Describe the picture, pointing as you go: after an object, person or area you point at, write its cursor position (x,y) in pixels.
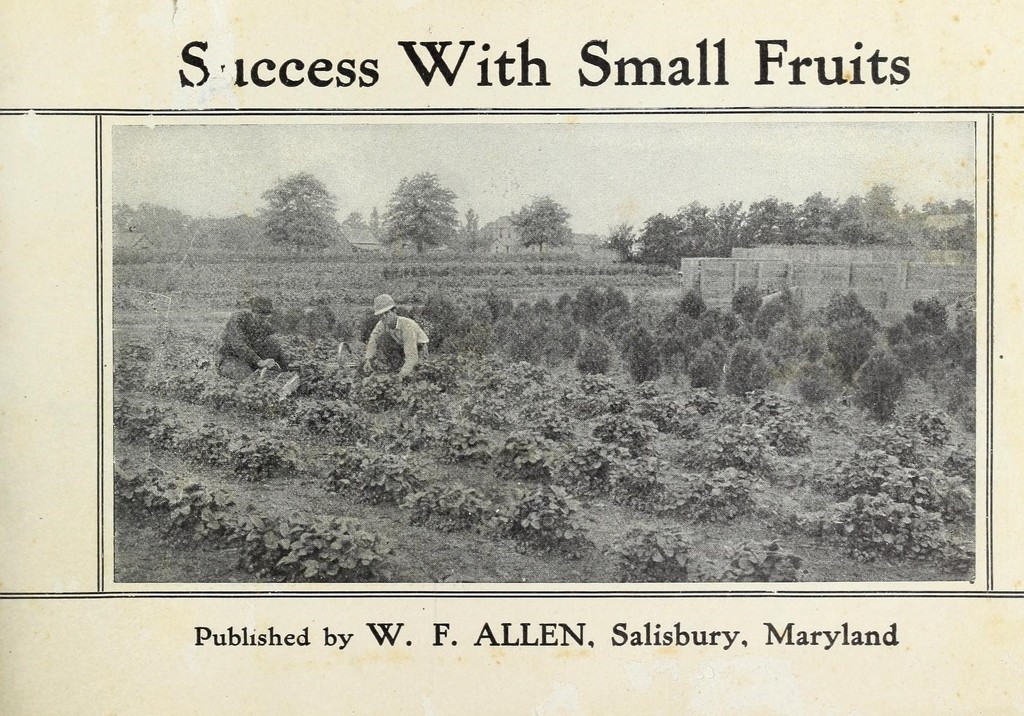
This is a black and white picture. In this picture, we see two people (271,361) are planting plants (375,407). In front of them, we see field crops (478,497). Behind them, we see the plants (708,356). There are trees (541,228) and buildings (513,221) in the background (283,213). At the top (390,85) and at the bottom of the picture (538,647), we see some text (391,634) written. This picture might be taken from the textbook.
